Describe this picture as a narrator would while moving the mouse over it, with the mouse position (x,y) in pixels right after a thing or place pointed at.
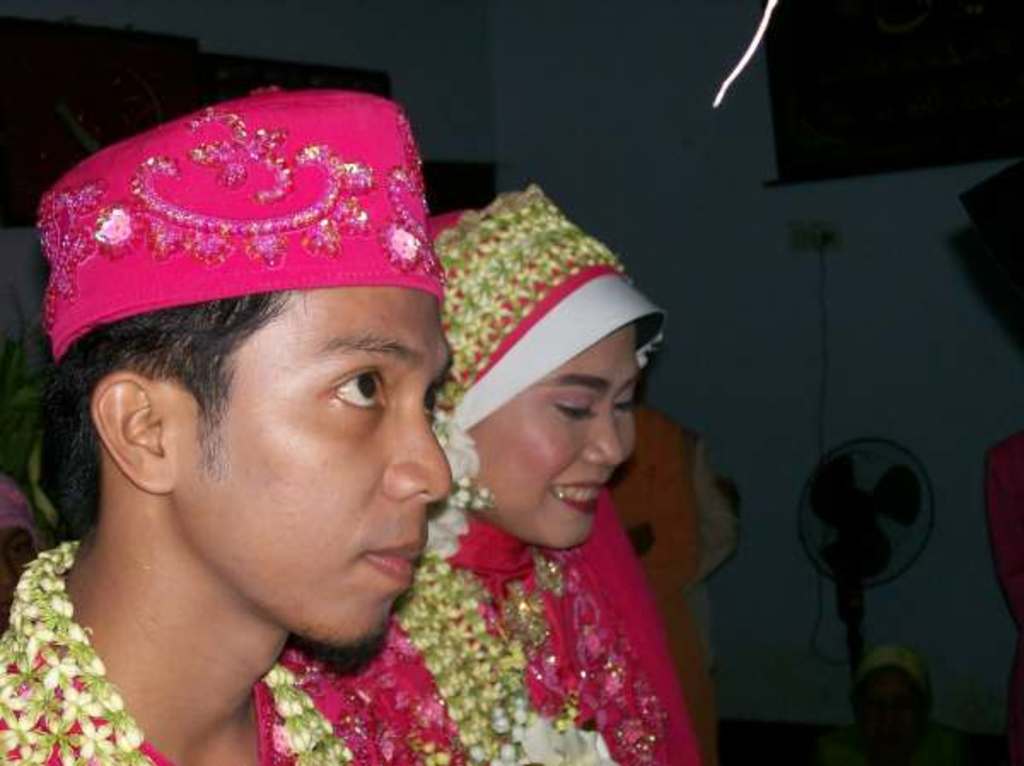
There is a bride (457,501) and a bride groom (246,570). And the man (227,512) is wearing a cap (213,202). In the back (773,370) there is a wall (687,229). Near to that there is a fan (873,514).
